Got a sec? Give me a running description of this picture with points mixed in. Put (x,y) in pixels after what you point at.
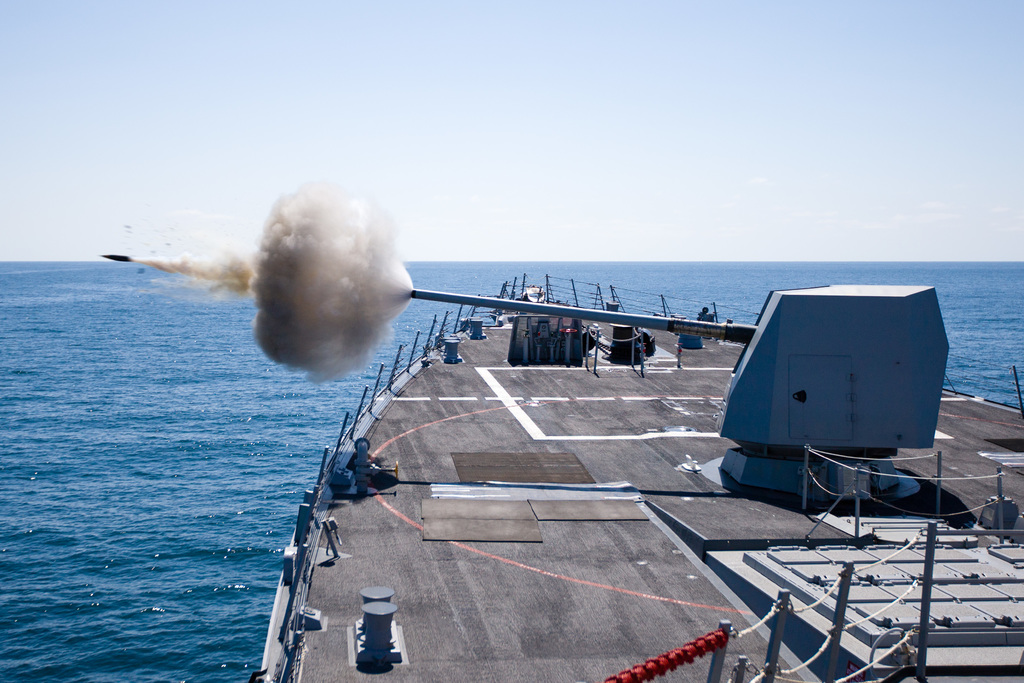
There is a ship (526,478) present on the surface of water (195,558) as we can see at the bottom of this image (148,474). We can see a sky (502,232) in the background (514,186).
